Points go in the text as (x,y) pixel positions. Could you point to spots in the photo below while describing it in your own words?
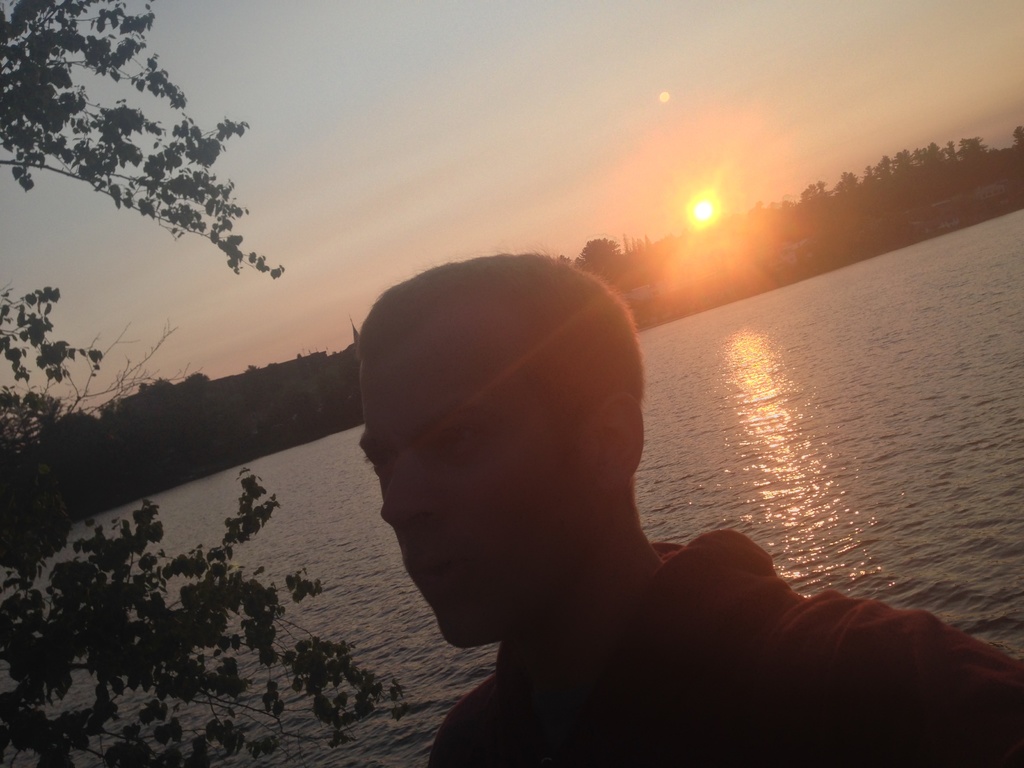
In the image in the foreground (548,520) there is one person (489,515) and in the background (904,171) there are trees (732,220) buildings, and there is a river (883,287) in the center (342,503) and on the left side (142,597) there is tree (118,189). At the top (525,213) there is sky (556,161) and sun (696,211).
